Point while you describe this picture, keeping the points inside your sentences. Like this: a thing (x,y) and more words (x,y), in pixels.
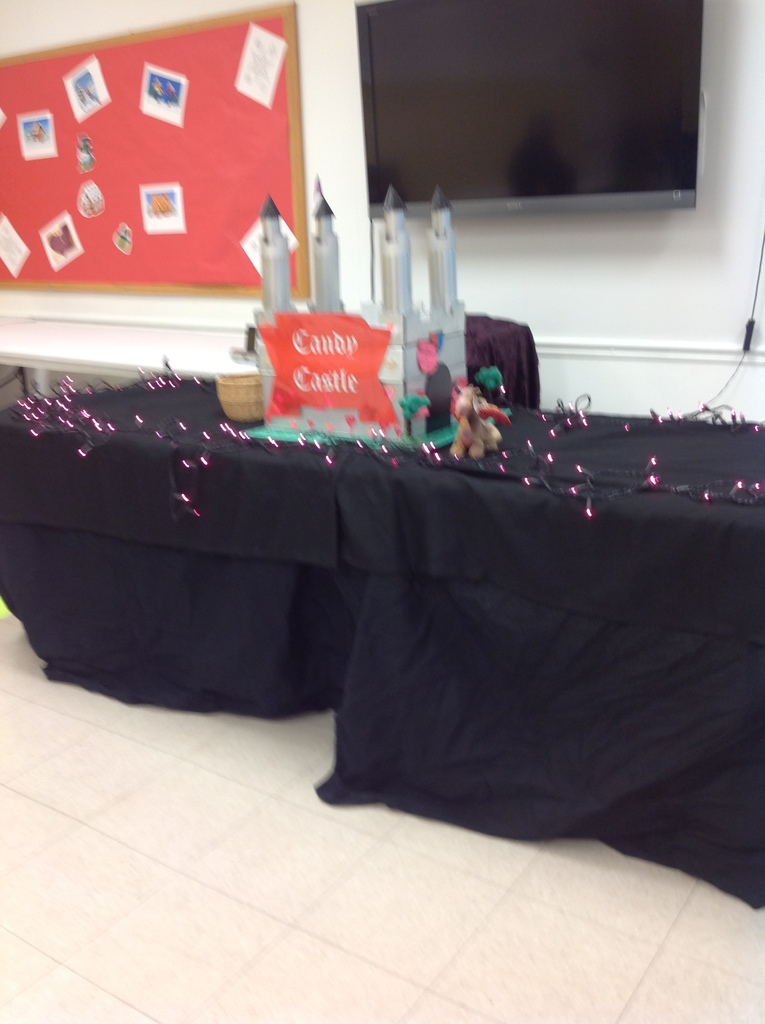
In the picture we can see a floor (38,895) with two tables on it which are covered with black color table cloths (218,407) on it and in it we can see some castle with some decorations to it and behind it, we can see a wall (109,315) with a red color notice board (156,294) with some pictures (132,237) on it and besides we can see a TV (683,50).
